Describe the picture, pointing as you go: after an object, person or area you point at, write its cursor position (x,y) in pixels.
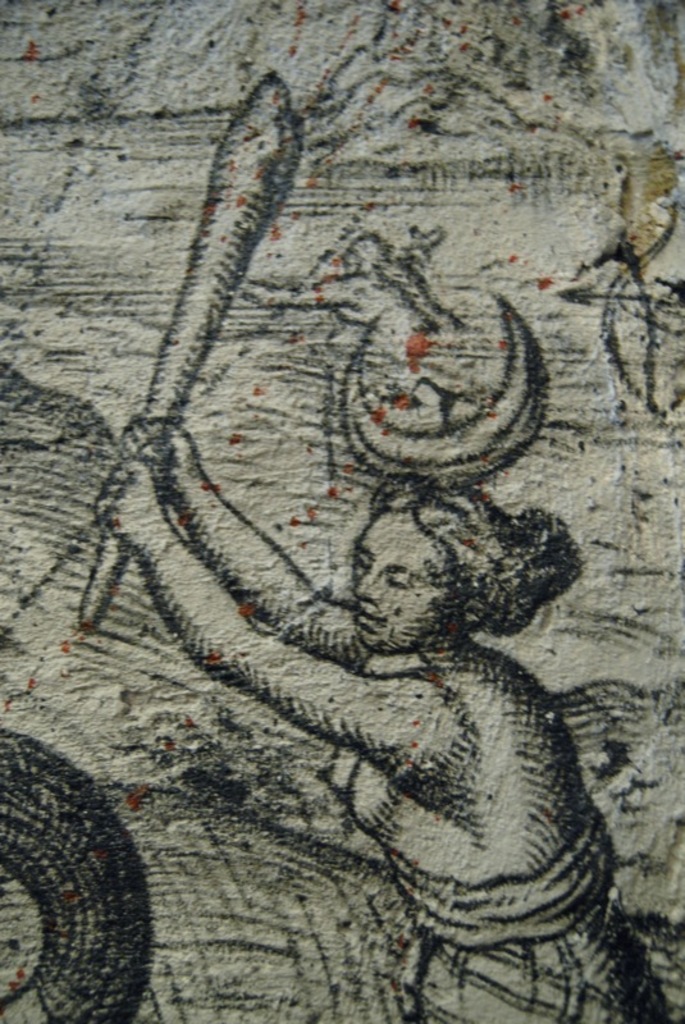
As we can see in the image there is a wall (331,360). On wall (341,468) there is a woman painting (409,650).
